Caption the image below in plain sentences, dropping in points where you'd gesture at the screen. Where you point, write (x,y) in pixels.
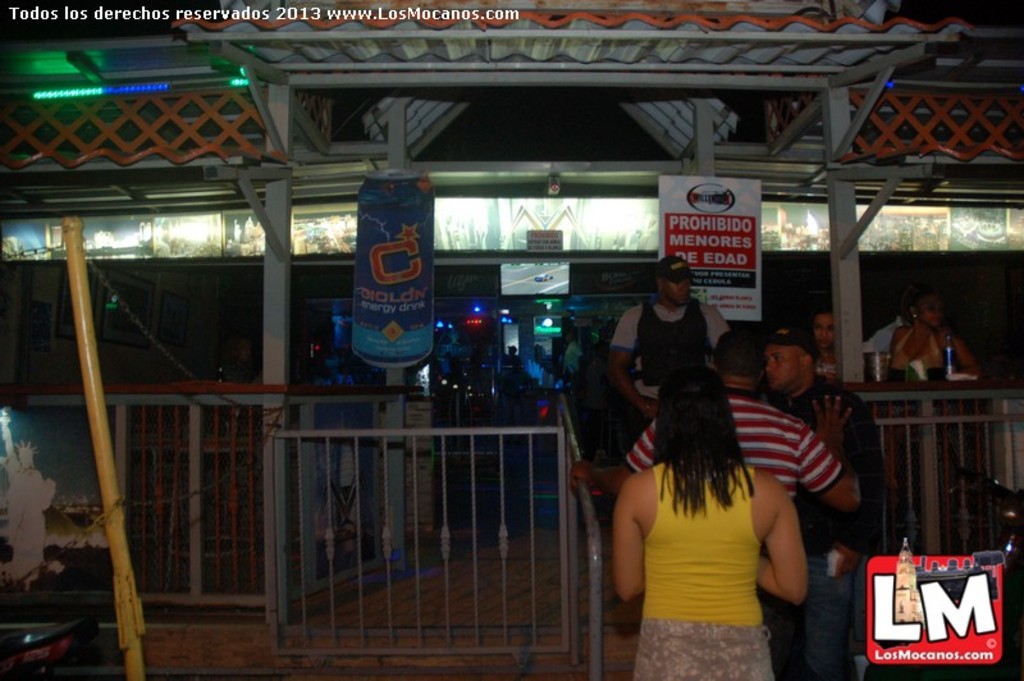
In this image, we can see persons (748,430) wearing clothes (808,432). There are grills (445,485) at the bottom of the image (131,461). There is a pole (102,445) in the bottom left of the image (112,456). There are board (618,218) in the middle of the image (373,231). There is a roof (494,49) and some text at the top of the image (558,22). There is a watermark (949,579) in the bottom right of the image (958,626).
